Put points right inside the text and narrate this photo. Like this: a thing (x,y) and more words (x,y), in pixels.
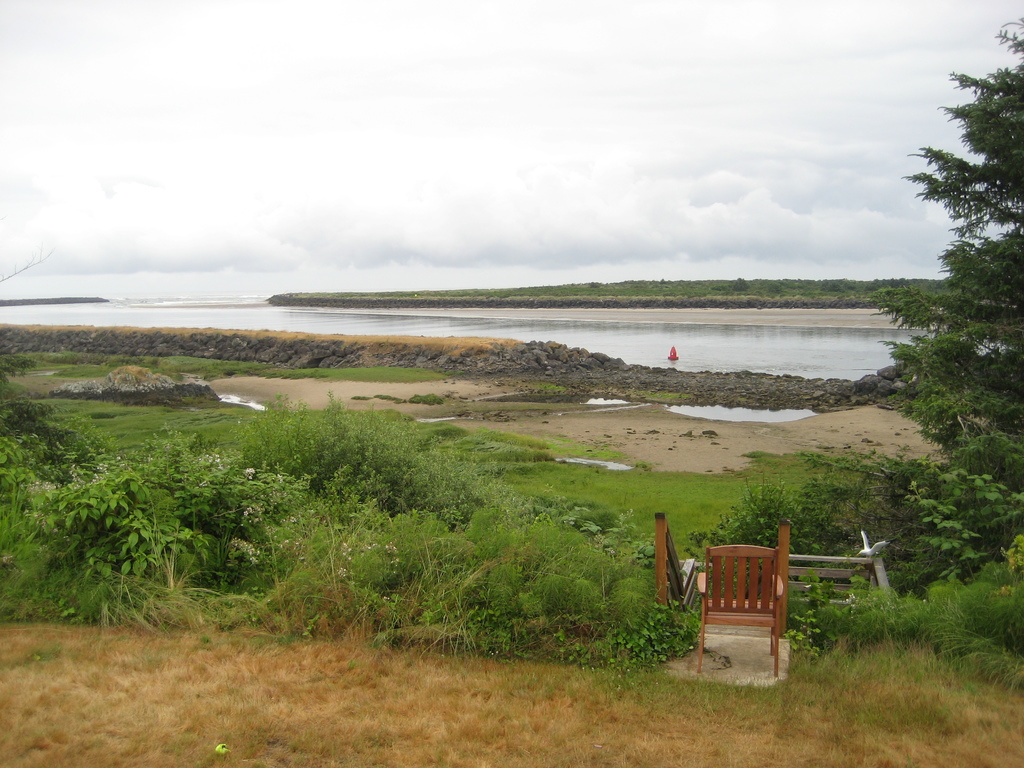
In this image we can see the river (288,311), one object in the river (685,365), some water (715,411) on the ground (383,411), one chair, one green object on the ground (628,485), some wooden objects (841,557) on the ground (69,376), some rocks (180,393), some plants (243,499) with flowers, some trees (41,425), bushes (229,502), plants (429,590) and grass (328,339) on the ground (308,339). At the top (911,110) there is the cloudy sky (491,202).
